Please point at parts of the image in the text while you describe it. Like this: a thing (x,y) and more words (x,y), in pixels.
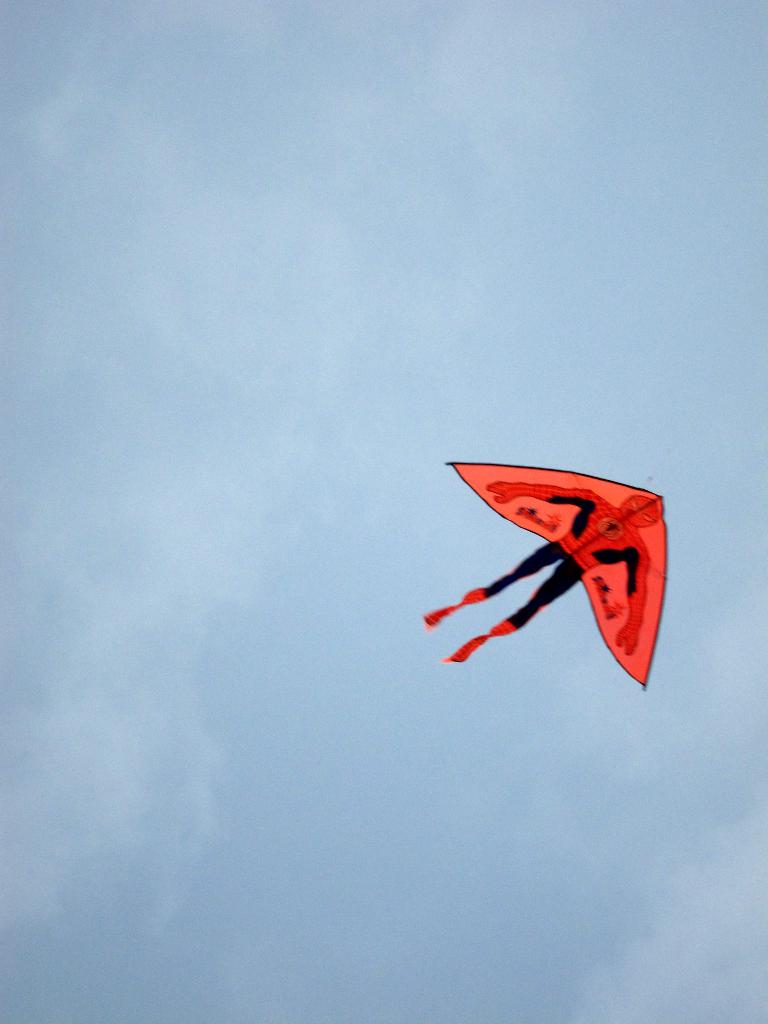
Here we can see a kite (547,548) flying in the sky (422,464) and we can see clouds (68,677) also.
